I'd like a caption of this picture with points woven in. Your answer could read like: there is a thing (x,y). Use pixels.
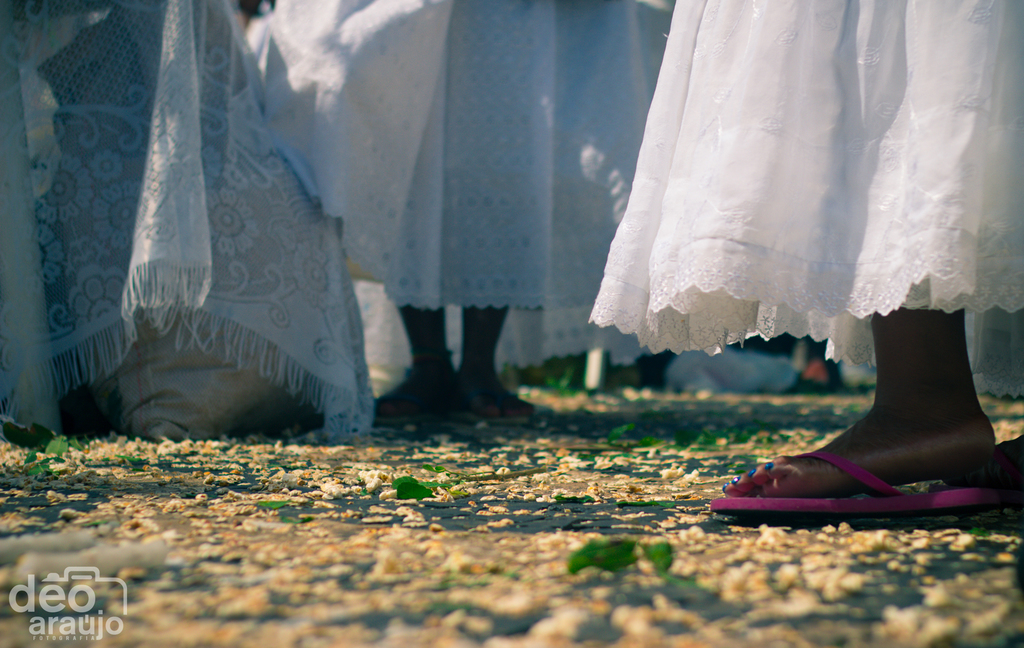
In this picture there are group of people (756,123) with white dress (839,122) are standing. At the bottom (539,602) there are flowers (415,457) on the road (356,497). At the bottom left (66,598) there is a text (53,597).
